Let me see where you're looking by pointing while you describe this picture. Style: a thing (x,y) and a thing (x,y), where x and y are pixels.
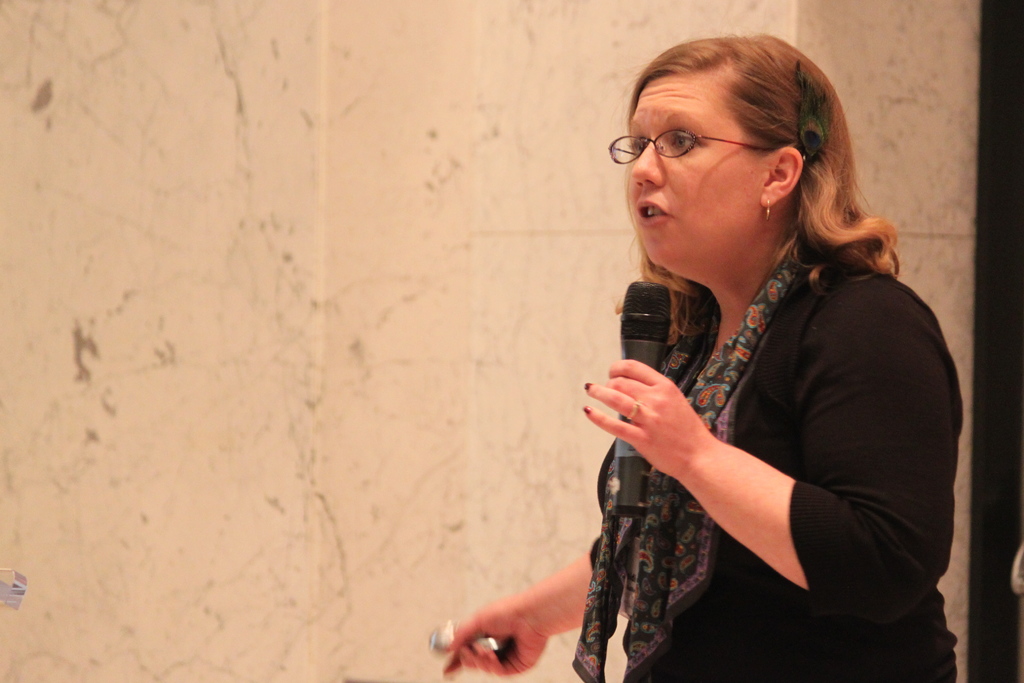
As we can see in the image there is a white color wall (264,182) and a woman (727,279) talking on mike (647,350).
